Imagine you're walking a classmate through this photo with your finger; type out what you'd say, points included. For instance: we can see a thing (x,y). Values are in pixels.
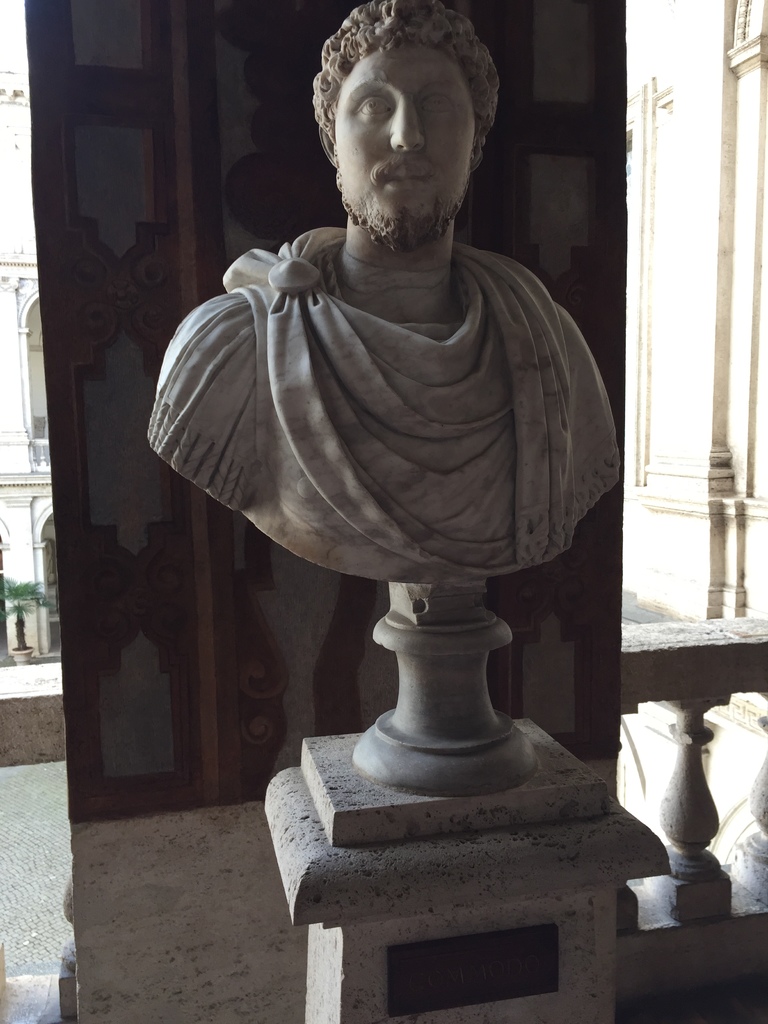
In this image we can see a sculpture (446,472), behind the sculpture (369,145) it looks like the wall (290,110), in the background (29,270), we can see a potted plant (25,659) and a building (31,564).
